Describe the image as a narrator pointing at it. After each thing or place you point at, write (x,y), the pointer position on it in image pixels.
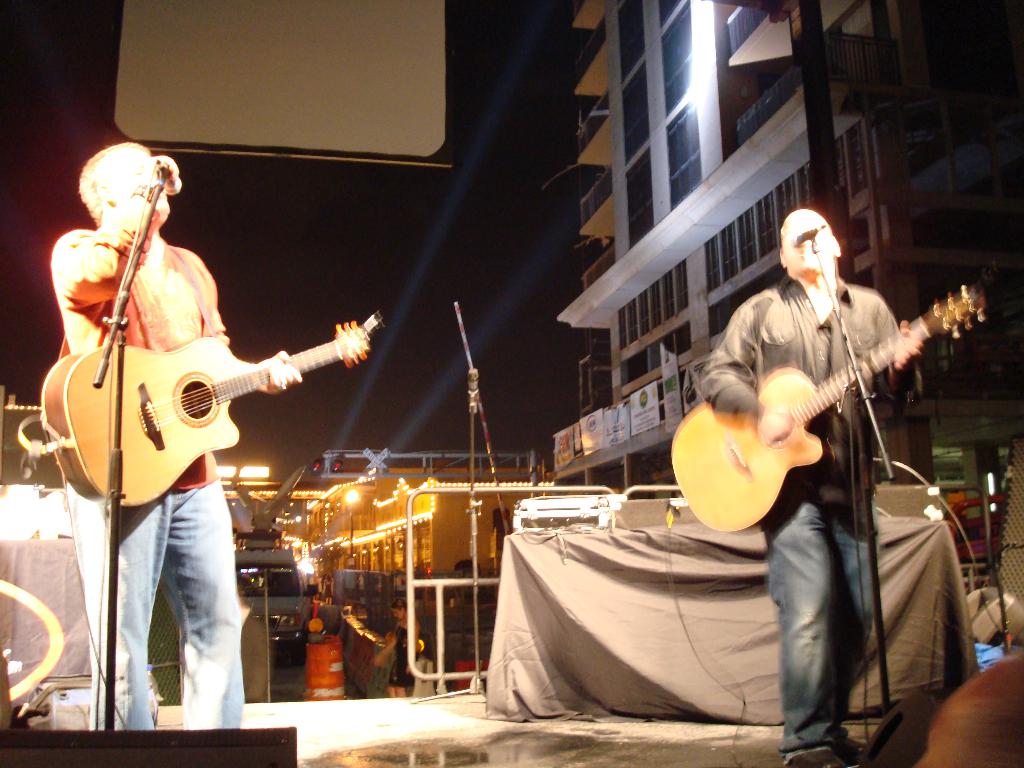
On the platform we can see two persons (196,699) standing in front of mike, singing and playing guitar (68,403). Here we can see a huge building (682,167). These are lights (379,532).
